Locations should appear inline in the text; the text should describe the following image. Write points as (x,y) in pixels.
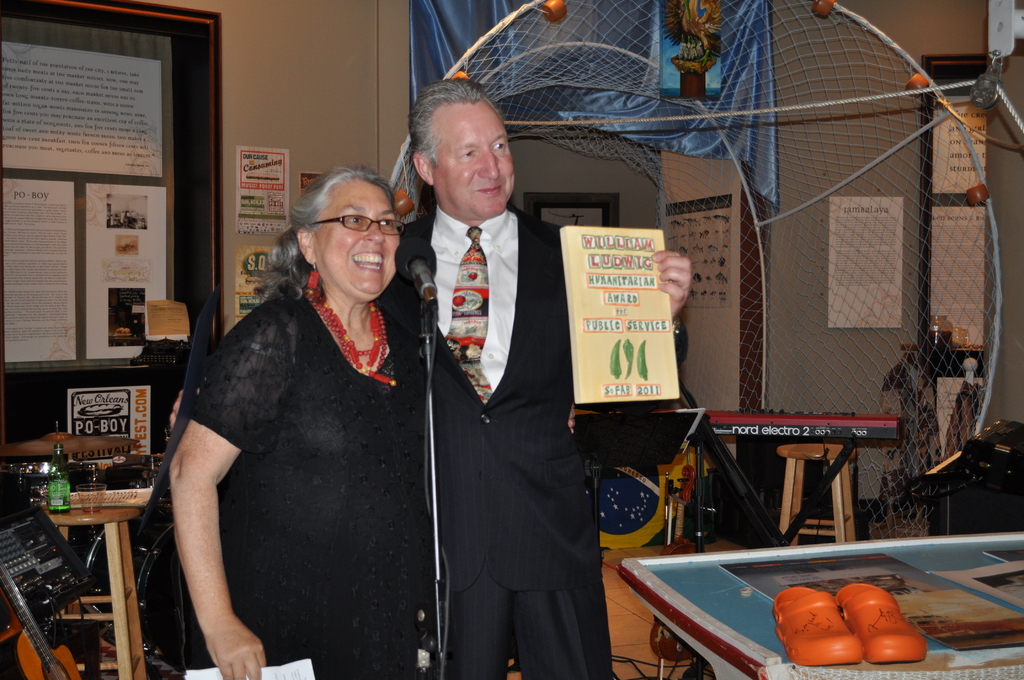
In this image there is a man (543,338) and a woman (400,657) standing and smiling near the microphone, in the background (64,505) there is table (754,615), bottle (61,490), glass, book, board (34,371), a net (869,390), shoes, stool (843,513) and hoarding (48,261).
